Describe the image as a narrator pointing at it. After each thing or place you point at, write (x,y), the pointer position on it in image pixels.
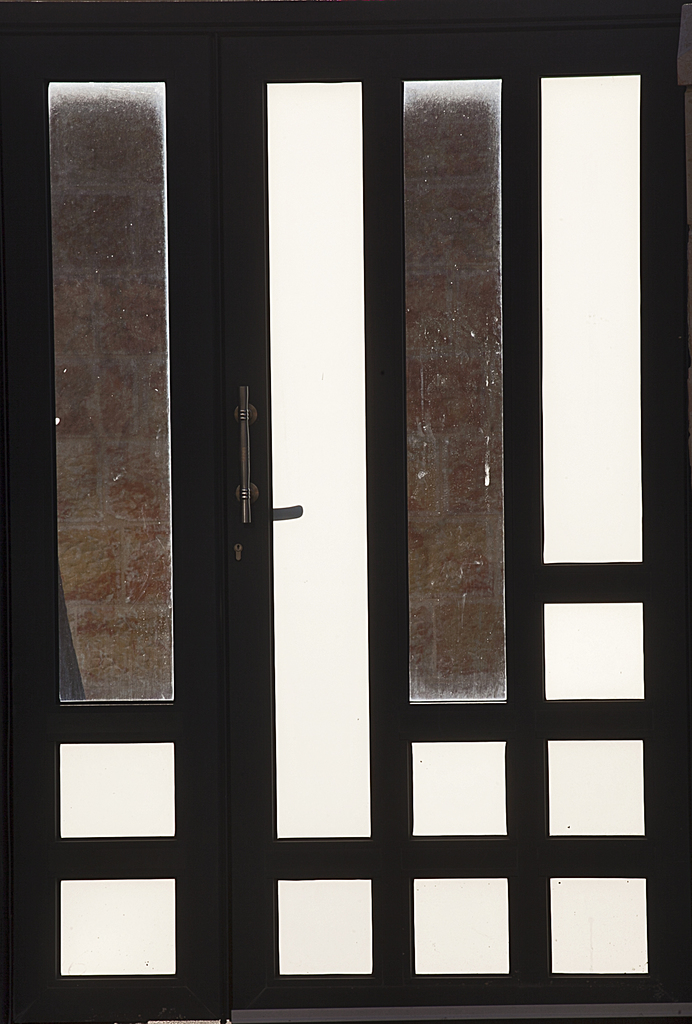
In the center of the image (319,577), we can see a door (388,544) and a handle (248,479).
